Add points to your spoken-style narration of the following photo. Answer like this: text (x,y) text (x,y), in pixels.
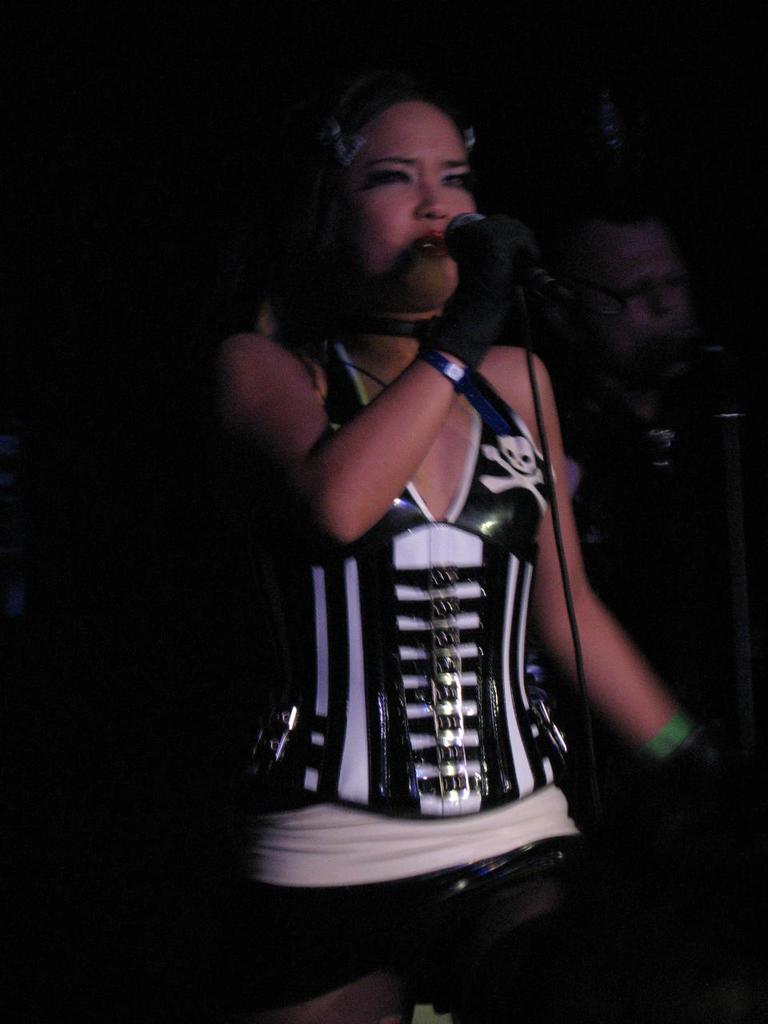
Where we can see lady (303,848) standing with microphone (457,232) in her hand (478,298) singing, behind her there is a man (630,294) who is also singing in the microphone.
